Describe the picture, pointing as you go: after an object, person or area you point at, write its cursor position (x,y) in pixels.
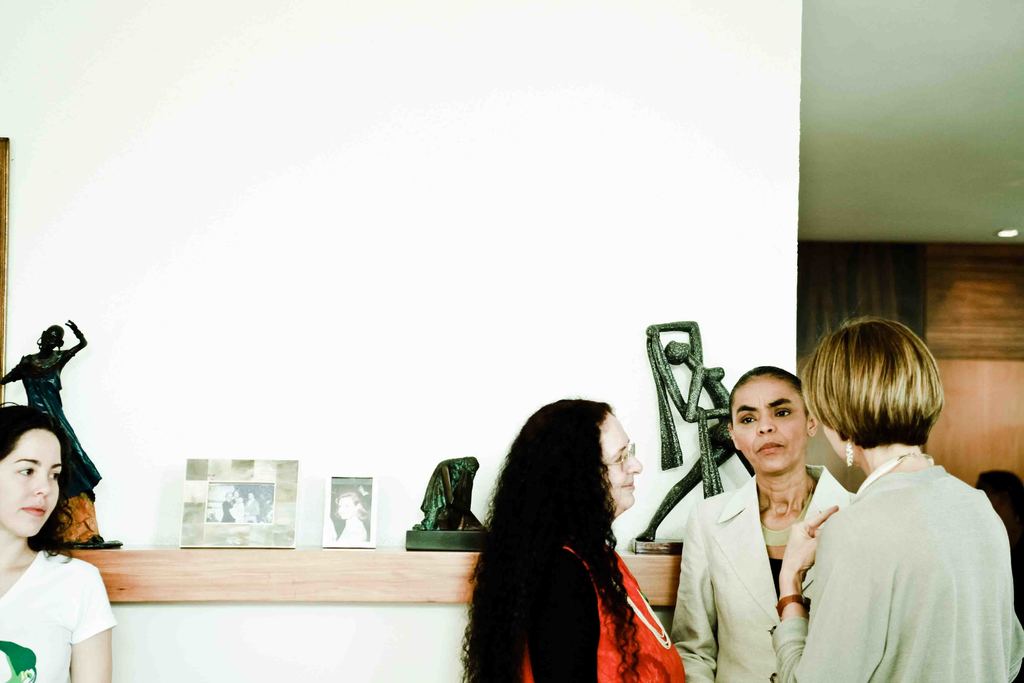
In this image, we can see persons (657,641) wearing clothes (712,649). There are sculptures (451,461) and photo frames (197,496) on the wall shelf (234,554). There is a ceiling (937,231) in the top right of the image (935,219).
